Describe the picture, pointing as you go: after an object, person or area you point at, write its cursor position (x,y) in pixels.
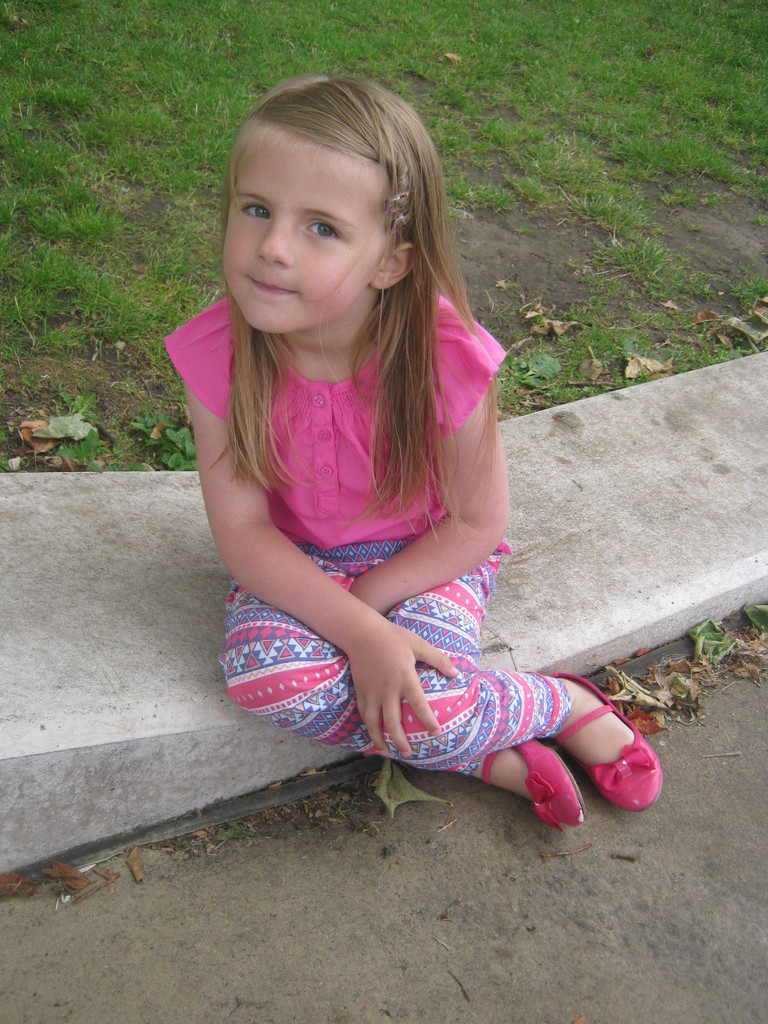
In this image we can see a child (228,278) sitting, and in the background (122,286) we can see many grasses (326,64).
